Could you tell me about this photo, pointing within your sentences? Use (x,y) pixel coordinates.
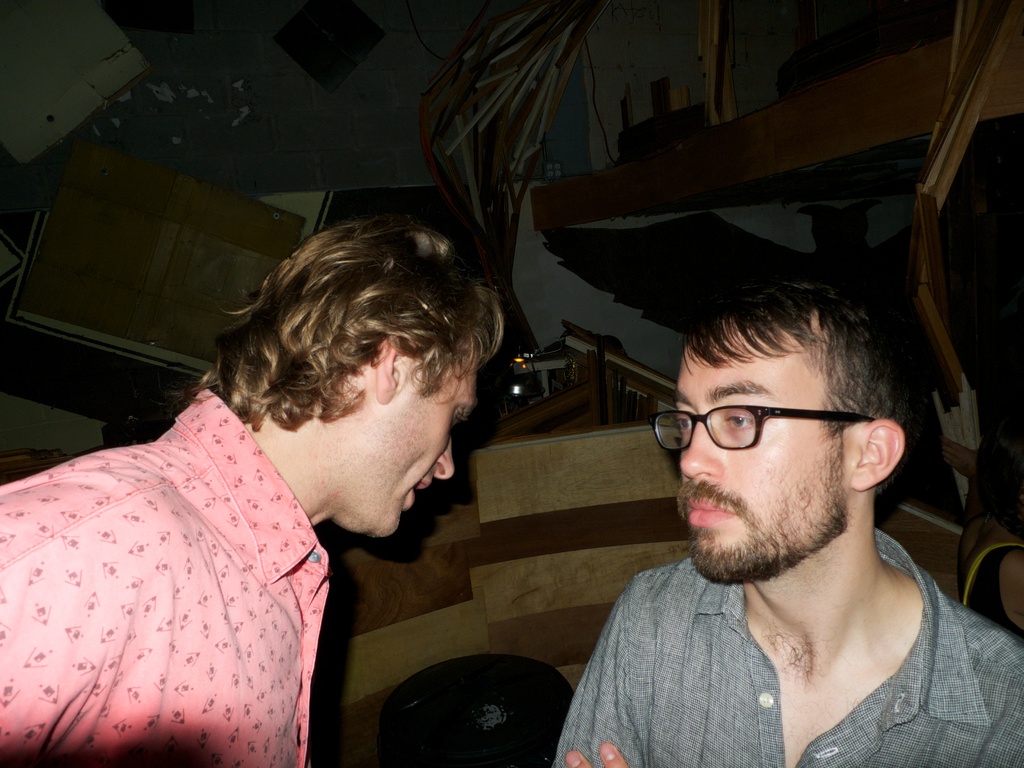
In this image we can see men (768,578). In the background (296,149) there is a wall (609,276).
